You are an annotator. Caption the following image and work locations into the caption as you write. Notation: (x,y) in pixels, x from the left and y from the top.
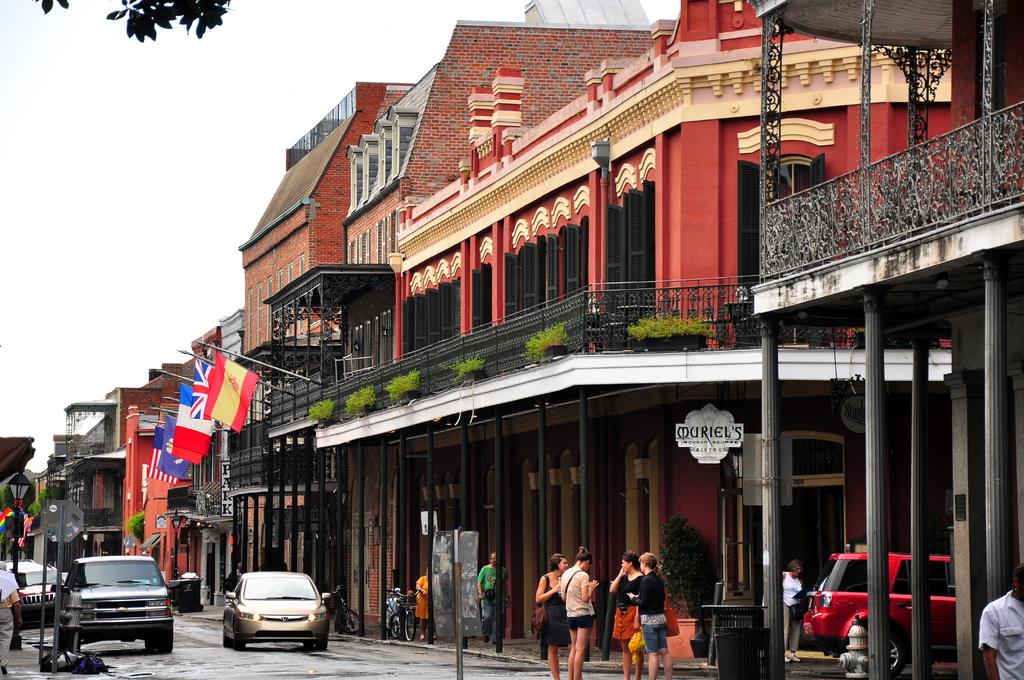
This image is taken outdoors. At the bottom of the image (196,639) there is a road (168,658). On the left side of the image (3,622) a man (9,611) is walking on the road (19,673) and a few cars (65,581) are parked on the road (205,632). There is a signboard (46,519) and a street light (19,499). On the right side of the image (912,387) there are many buildings (387,400) and houses (343,442) with walls (520,216), windows (546,290), railings (546,305), pillars (869,157), grills (834,178), doors (563,526), roofs (894,18) and balconies (301,461). There are a flags (238,419) and house plants (355,400). A car (243,613) is moving on the road (608,674) and a few people (554,633) are standing on the road (436,667). At the top of the image (99,156) there is a sky (72,84) and a tree (157,18).
